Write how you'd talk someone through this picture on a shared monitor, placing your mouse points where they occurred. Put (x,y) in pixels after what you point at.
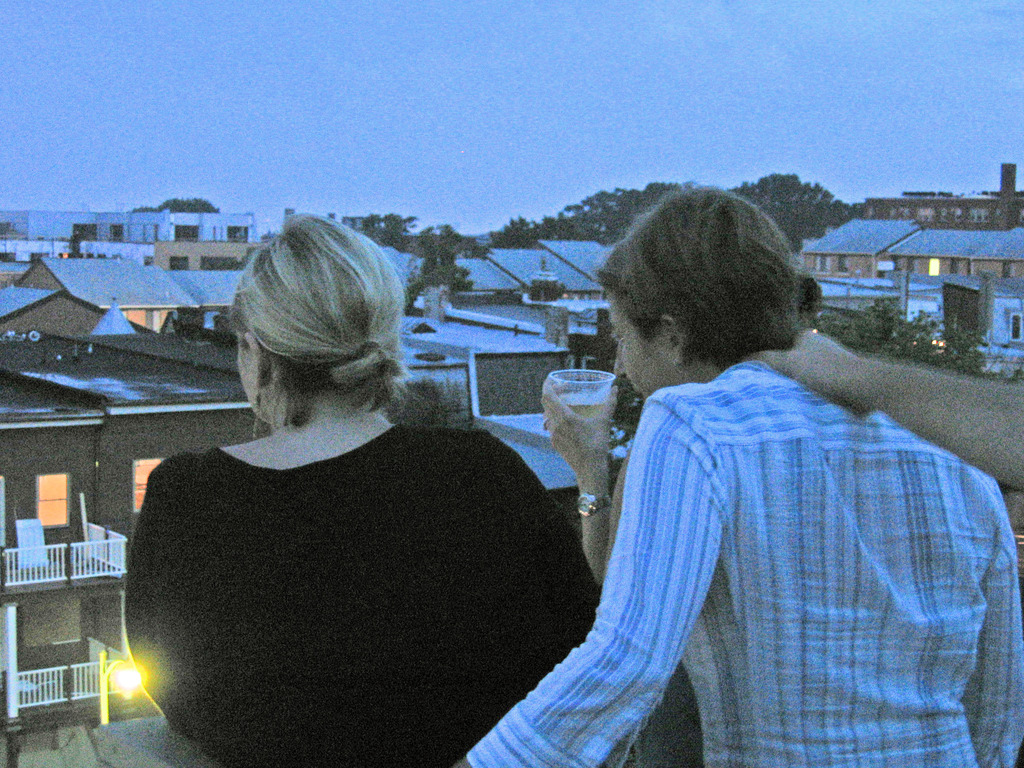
In this image we can see many buildings (526,309). There are many trees (662,184) in the image. There are few people (753,544) in the image. A person (596,474) is holding a drink glass (585,406) in the image. There is a street light (126,673) in the image. We can see the sky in the image.
